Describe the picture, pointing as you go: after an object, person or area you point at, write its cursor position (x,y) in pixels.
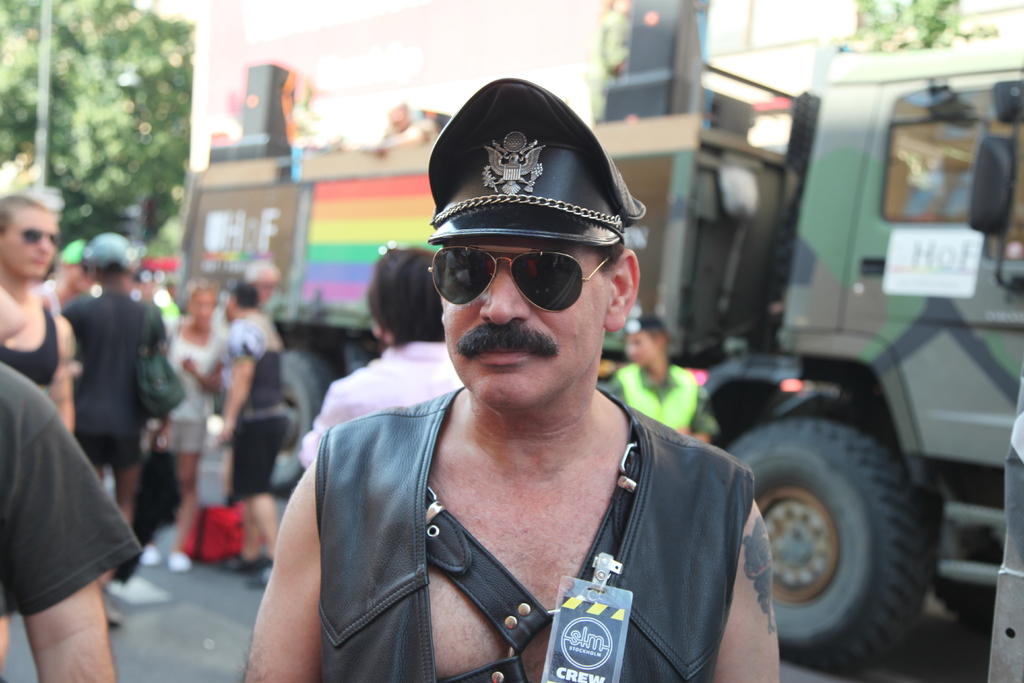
In this image in the foreground (487,380) there is one person (487,380) who is wearing a hat (577,167) and goggles (520,284), and in the background (694,359) there are some persons (77,458) vehicle (748,288) and some trees (131,60), speakers (658,55) and some other objects (203,552). At the bottom (247,611) there is road (192,652).
